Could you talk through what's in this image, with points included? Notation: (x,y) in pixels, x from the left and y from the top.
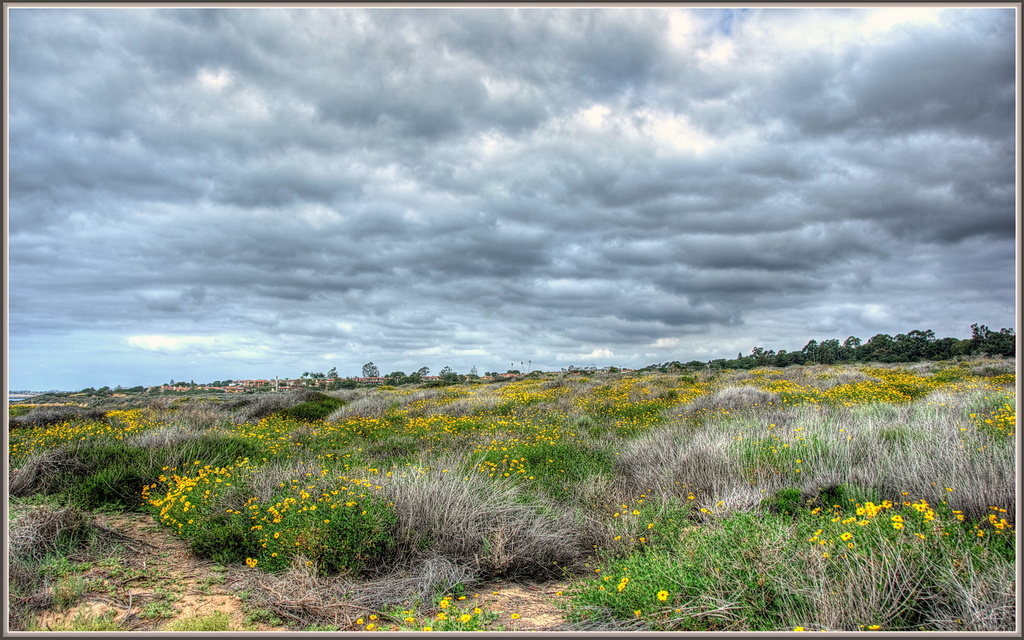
Here in this picture we can see the ground (471,392) is fully covered with grass (332,471) and plants (493,499) all over there and we can also see some flowers (503,449) present on the plants (546,471) over there and in the far we can see trees (855,354) also present over there and we can see the sky (613,291) is fully covered with clouds (518,94) over there.
